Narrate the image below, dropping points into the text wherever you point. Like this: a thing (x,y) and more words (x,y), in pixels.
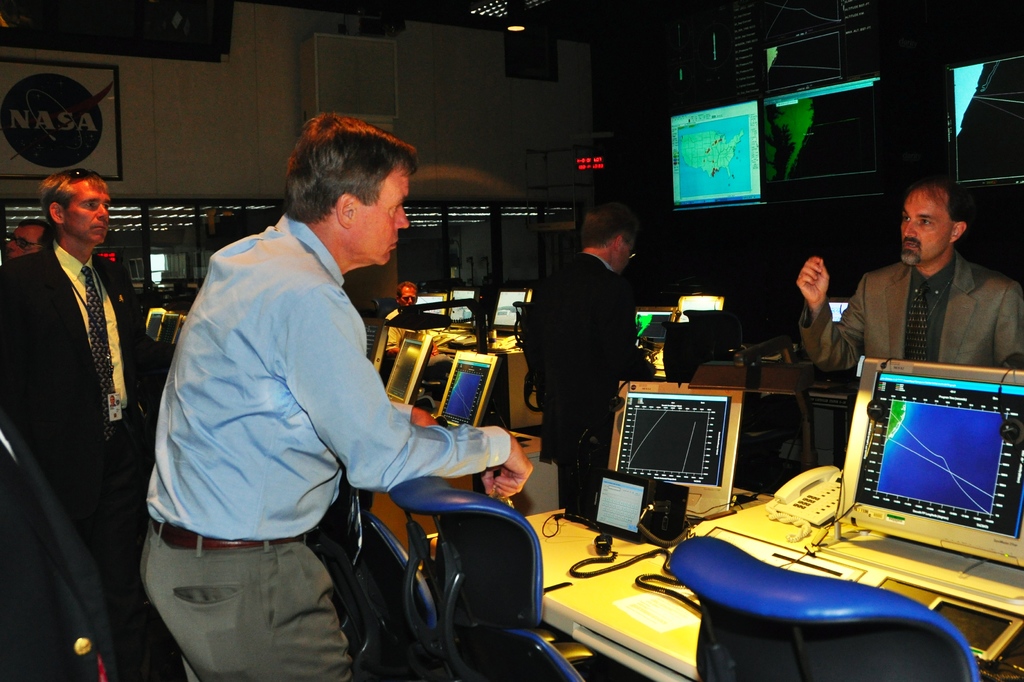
In the image there are few men (344,308) standing on either side of table (830,524) with laptops (673,420), telephones (828,506) on it in front of chairs (491,564) and over the back (834,91) there are screens (804,130) on the wall (509,154), on the left side (56,119) there is a photograph (86,116) on the wall (125,124).
